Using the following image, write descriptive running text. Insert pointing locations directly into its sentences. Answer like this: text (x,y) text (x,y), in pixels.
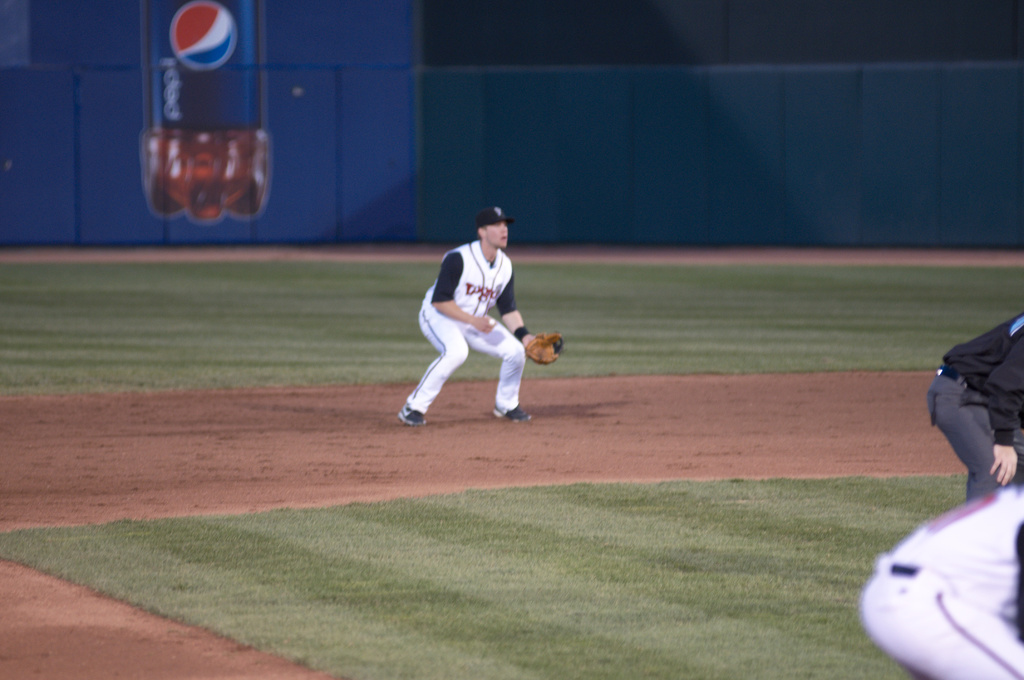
In this image in the center (492,362) there is grass (737,530) on the ground (491,411) and there are persons (504,402) standing. In the background (365,134) there is a poster (194,114) of cold drink (201,133) and there is some text (170,104) written on the poster (204,100).
